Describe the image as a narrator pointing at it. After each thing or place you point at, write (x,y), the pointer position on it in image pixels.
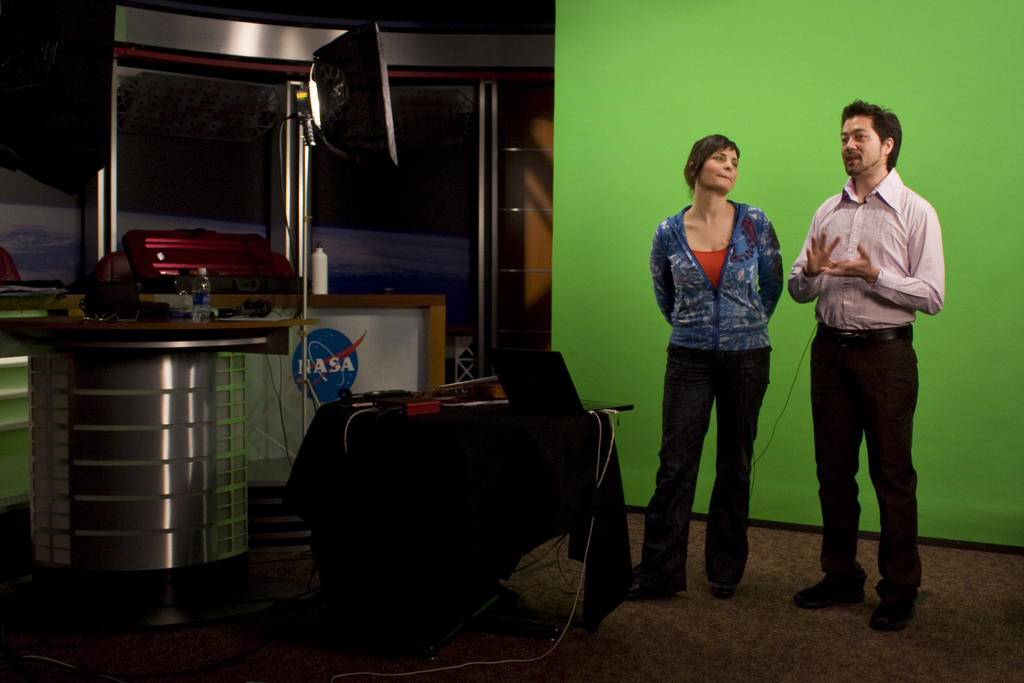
In this image there is a man (891,196) and a woman (715,373) standing on the floor (824,617) and behind these persons (776,266) there is a green color wall (802,59). Image also consists of a laptop (513,367), bottles (184,296) and also tables (246,390). We can also see windows (402,204) and also light (334,105).
